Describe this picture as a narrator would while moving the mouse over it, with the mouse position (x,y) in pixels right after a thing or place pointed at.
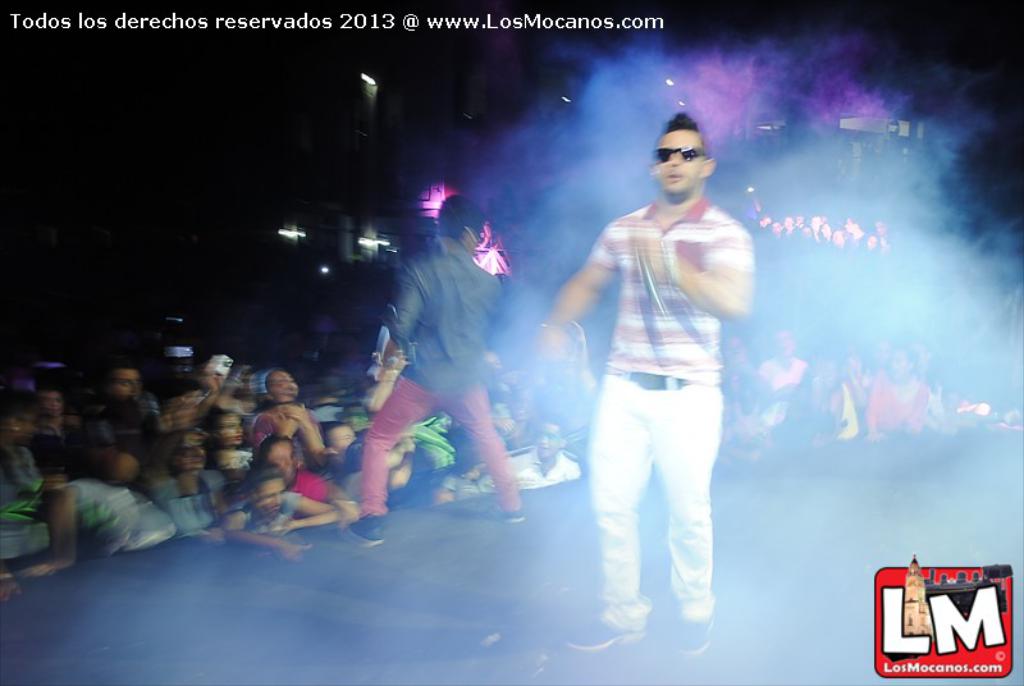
I can see this is a slightly blurred image. There are group of people (161,445), there are lights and there is a dark background (55,47). At the top (113,29) and in the bottom right corner of the image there are two watermarks (968,655).
